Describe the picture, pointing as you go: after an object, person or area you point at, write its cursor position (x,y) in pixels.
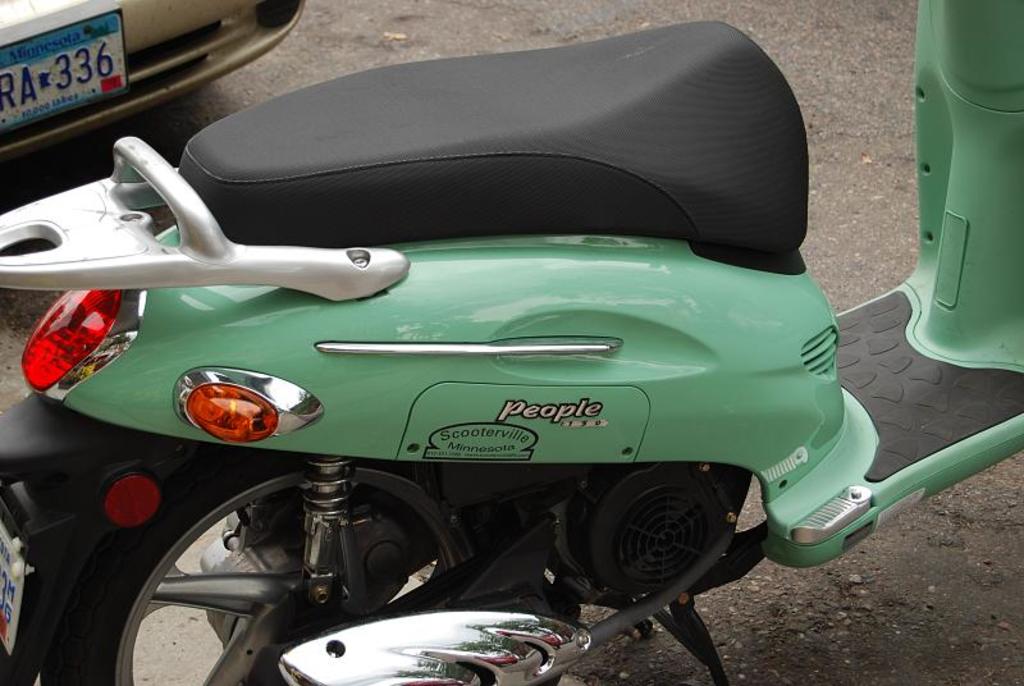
This picture seems to be clicked outside. In the foreground (535,453) we can see a scooter (719,321) parked on the ground (737,584). In the background (191,22) there is a vehicle (203,62) and we can see the text (28,76) and numbers (100,63) on the number plate (94,49) of the vehicle (93,119).
